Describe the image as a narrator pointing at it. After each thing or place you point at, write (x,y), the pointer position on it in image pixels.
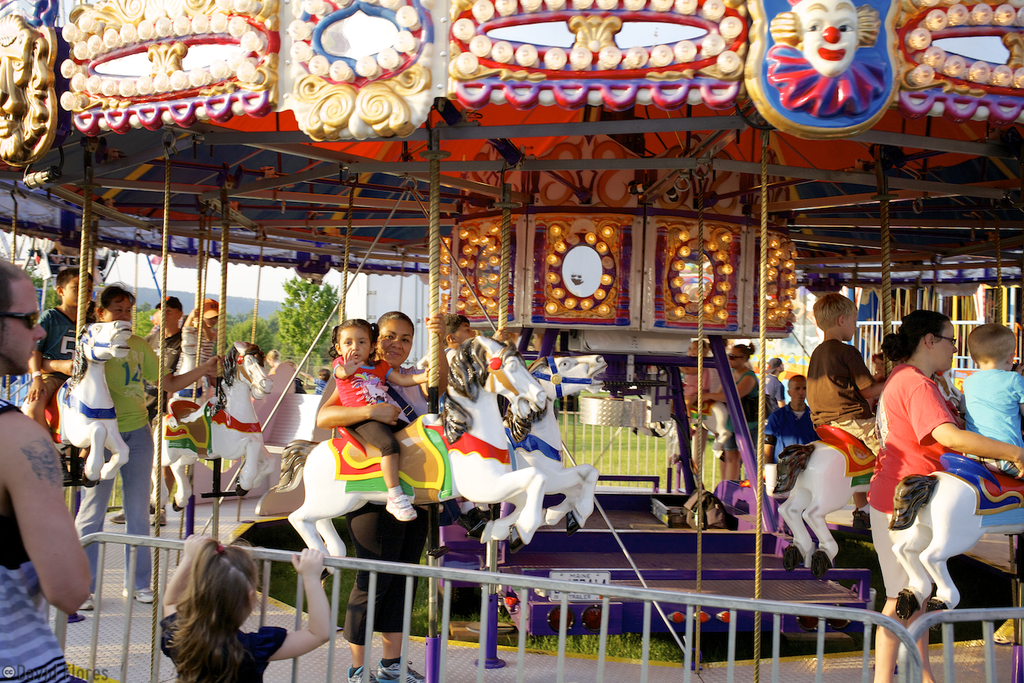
This is a picture taken in the outdoors. There are group of kids (57,338) are sitting on a toy horse (546,474) and some people (906,430) are holding them and they are holding a rope (82,329). Behind the people (979,410) there is some machine (592,272), trees (319,314) and building (358,299).
